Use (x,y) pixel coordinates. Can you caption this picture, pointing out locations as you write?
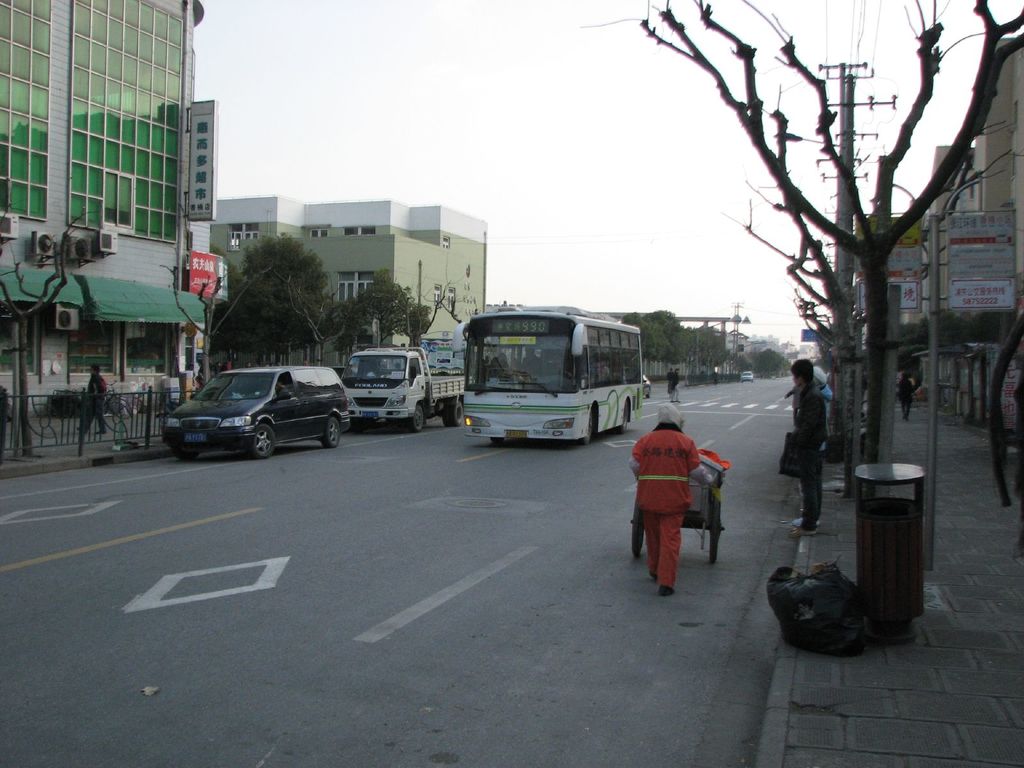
In this picture there are few vehicles (550,383) and persons (813,401) on the road (771,460) and there are few buildings (478,302) and trees (671,321) in the background (392,273) and there are few poles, trees (875,309) which has no leaves (873,329) on it and a building (1022,230) in the right corner (932,310).
